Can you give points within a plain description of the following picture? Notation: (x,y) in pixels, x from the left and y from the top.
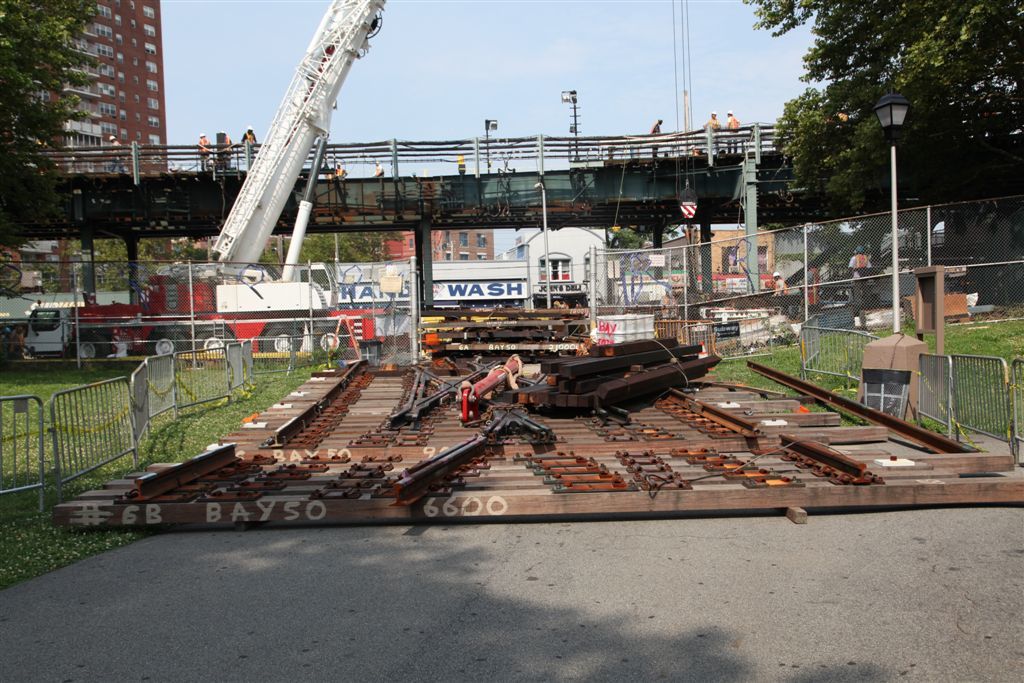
In this picture we can see few metal rods (636,388), poles (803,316), fence (778,339), trees (19,123) and vehicles (265,342), and also we can see few people (243,141) are standing on the bridge (416,186), in the background (446,286) we can find few hoardings (446,286) and buildings (128,134).
